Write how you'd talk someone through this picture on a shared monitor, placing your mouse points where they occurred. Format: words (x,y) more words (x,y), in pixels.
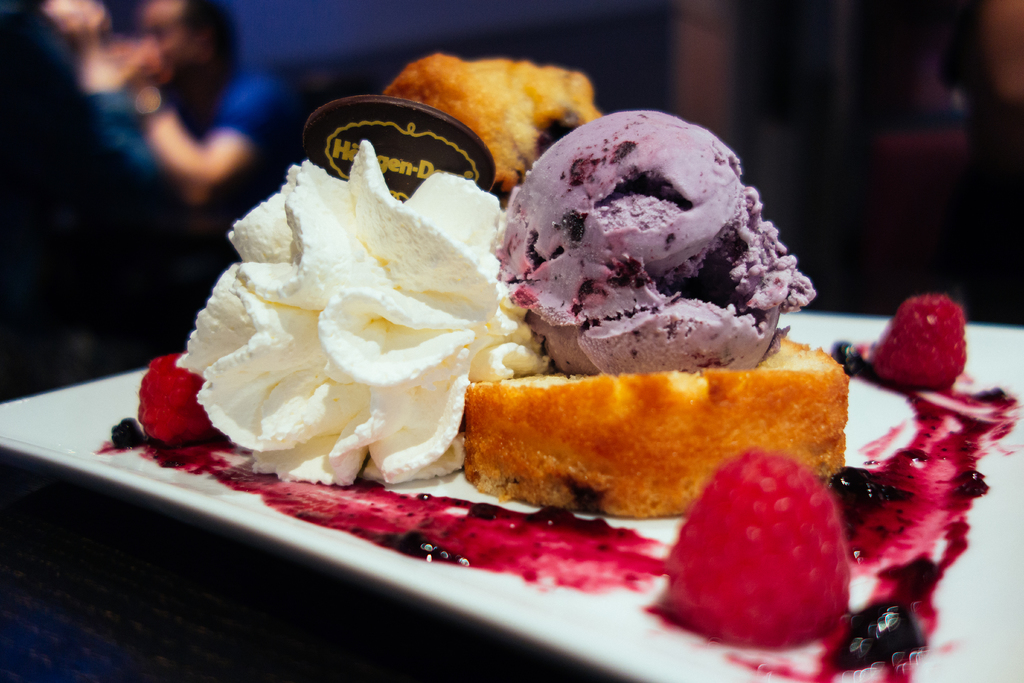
In this image I can see a white colour plate (55,409) in the front (753,474) and in it I can see different types of food (541,342). I can also see a brown colour thing (407,155) on the food (434,190) and on it I can see something is written. On the top left side of this image (236,97) I can see a person (212,83) and I can see this image is little bit blurry in the background (966,103).
